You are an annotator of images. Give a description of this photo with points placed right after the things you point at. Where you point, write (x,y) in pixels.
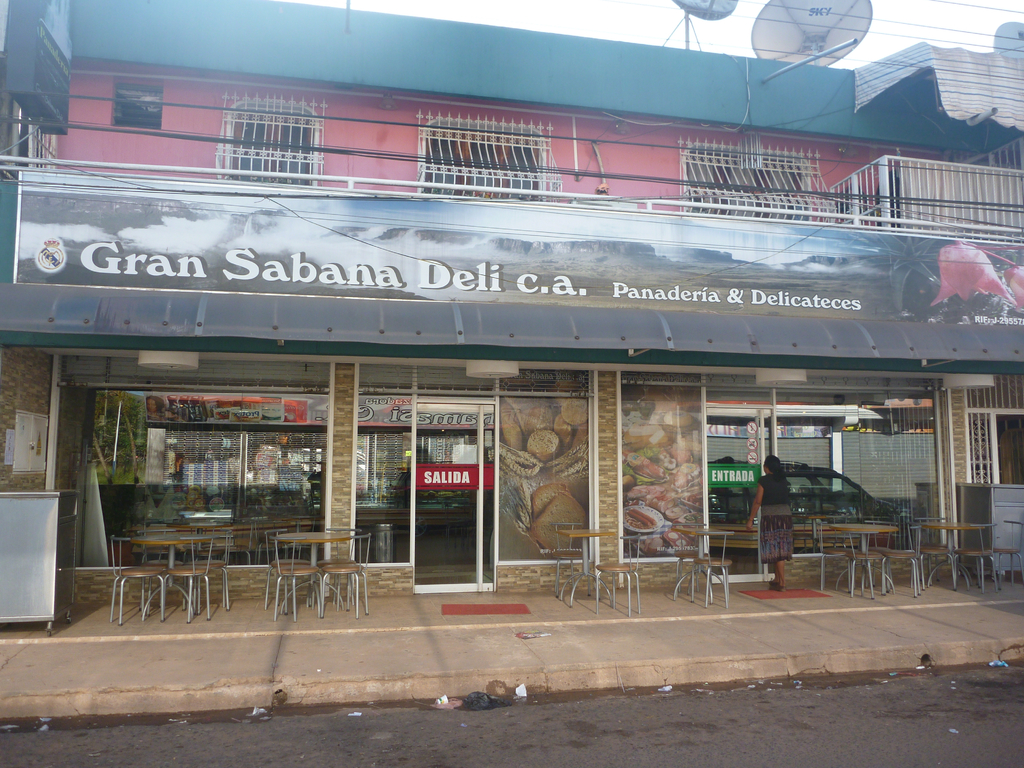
In this image I can see a building (935,123) and in the front of it I can see number of chairs (356,537) and few boards (466,471). I can also see something is written on these boards (464,268). On the top side of this image (816,56) I can see three antennas (759,49), few wires (861,159) and on the right side (778,461) I can see one person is standing.
